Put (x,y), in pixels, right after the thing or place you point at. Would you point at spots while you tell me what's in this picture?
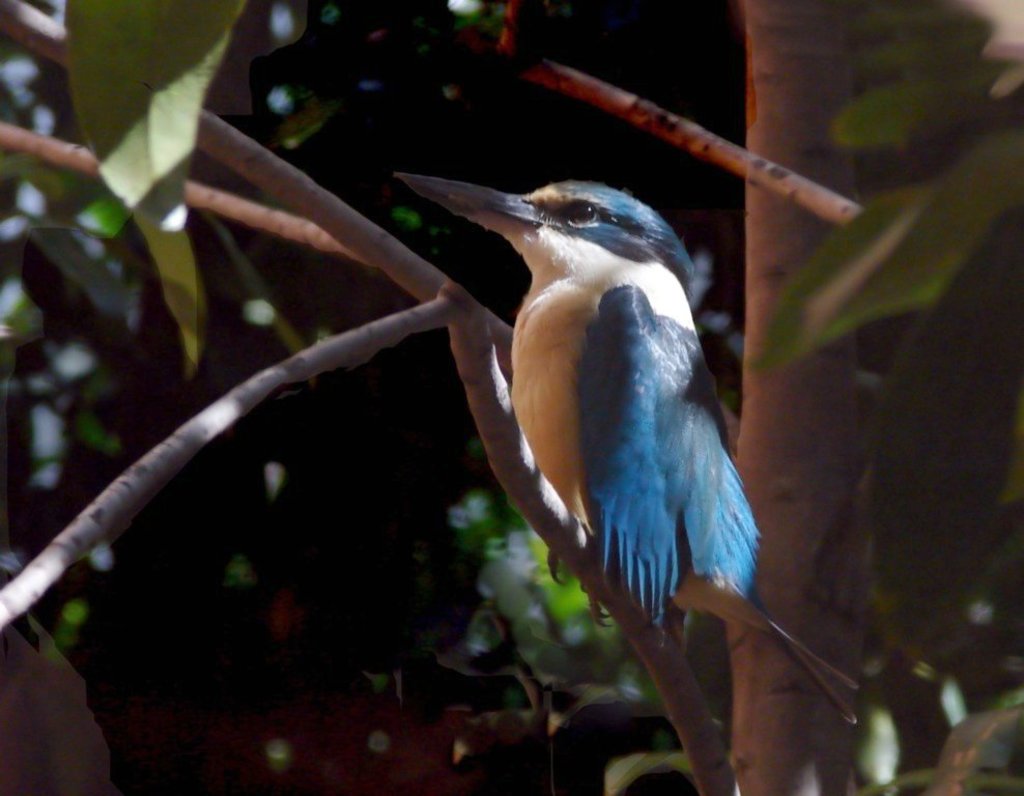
In the image on a tree (757,668) there is a bird (615,329). The bird (664,405) is blue and white in color. In the background (739,676) there are trees (734,461).
